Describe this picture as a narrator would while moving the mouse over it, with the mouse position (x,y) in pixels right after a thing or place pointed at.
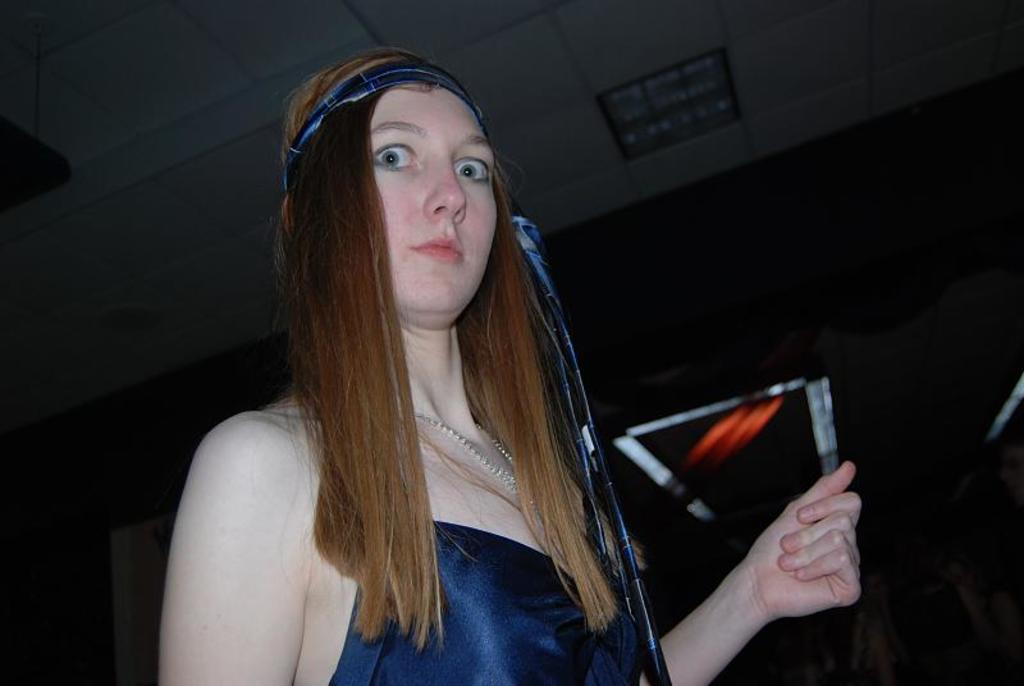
A woman (301,280) is standing wearing a blue dress (468,611) and there is a blue band (481,121) on her head (336,119).
